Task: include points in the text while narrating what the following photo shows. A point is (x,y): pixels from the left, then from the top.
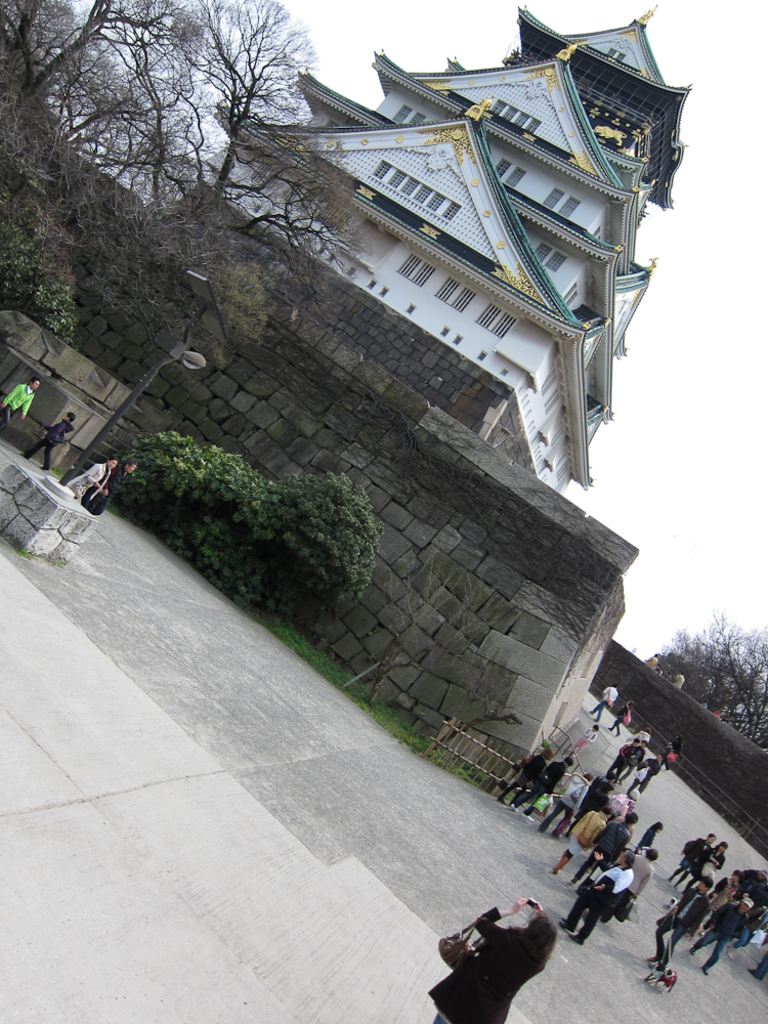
In this picture I can observe a building (418,125). On the left side (176,119) I can observe some trees (57,180) and plants (293,565). On the right side (515,949) there are some people (610,840) walking in this path (376,895). In the background (705,113) there is sky (644,333).
